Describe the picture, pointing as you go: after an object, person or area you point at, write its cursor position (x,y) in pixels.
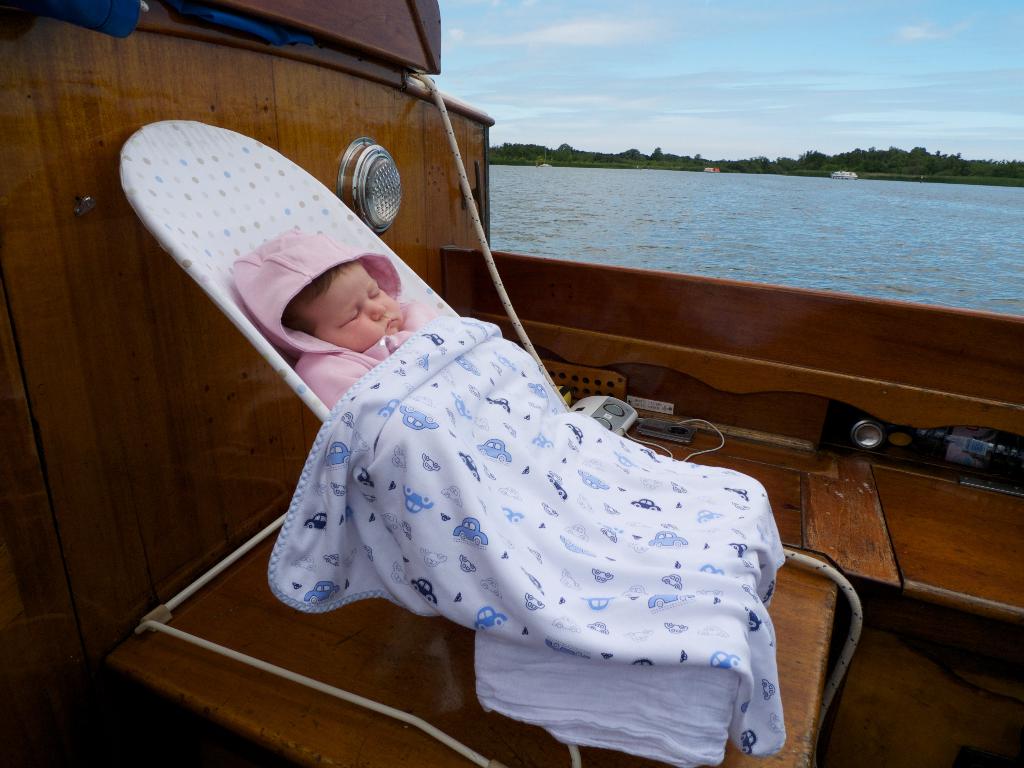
In this image we can see the wooden boat (332,70) and in that we can see the baby (363,317) sleeping in the baby chair (317,231). We can also see the blanket (459,432), a rope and also the river (805,203). We can also see the trees (813,169) and also the sky (710,85) with some clouds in the background (670,59).
